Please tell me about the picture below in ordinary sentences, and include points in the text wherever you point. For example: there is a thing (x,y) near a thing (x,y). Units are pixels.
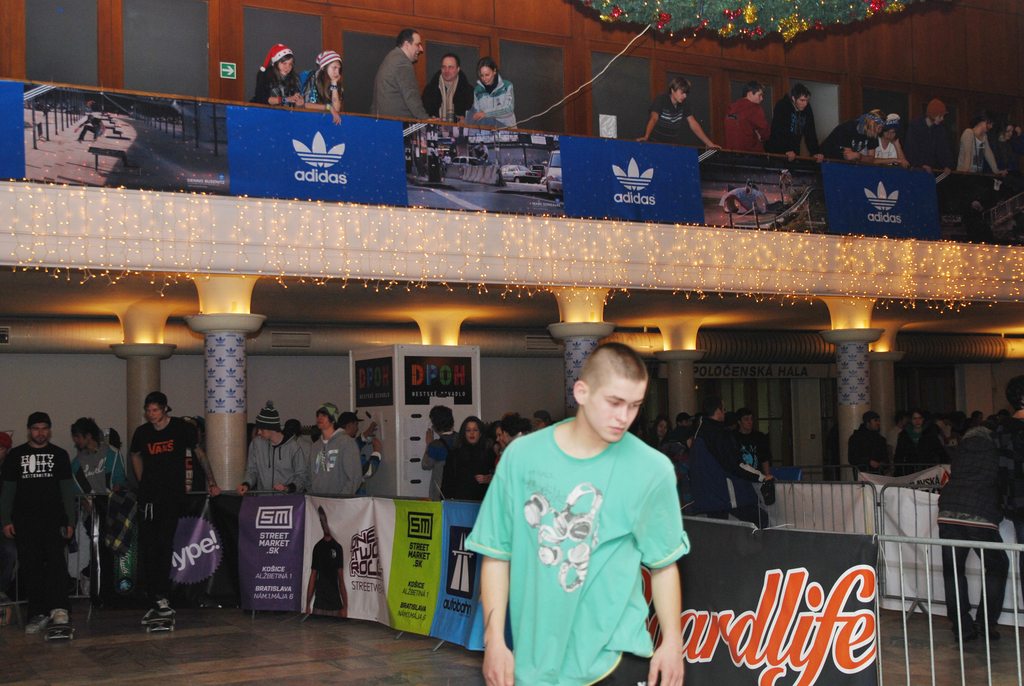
In this picture we can see a man (518,546) and at the back of him we can see banners (748,587), fences (931,512), pillars (233,415), name boards (754,378), skateboards (132,576) and a group of people (263,440) standing on the ground (299,637) and in the background (902,423) we can see the lights (722,295), decorative items (758,33) some people (491,81) and some objects (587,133).
